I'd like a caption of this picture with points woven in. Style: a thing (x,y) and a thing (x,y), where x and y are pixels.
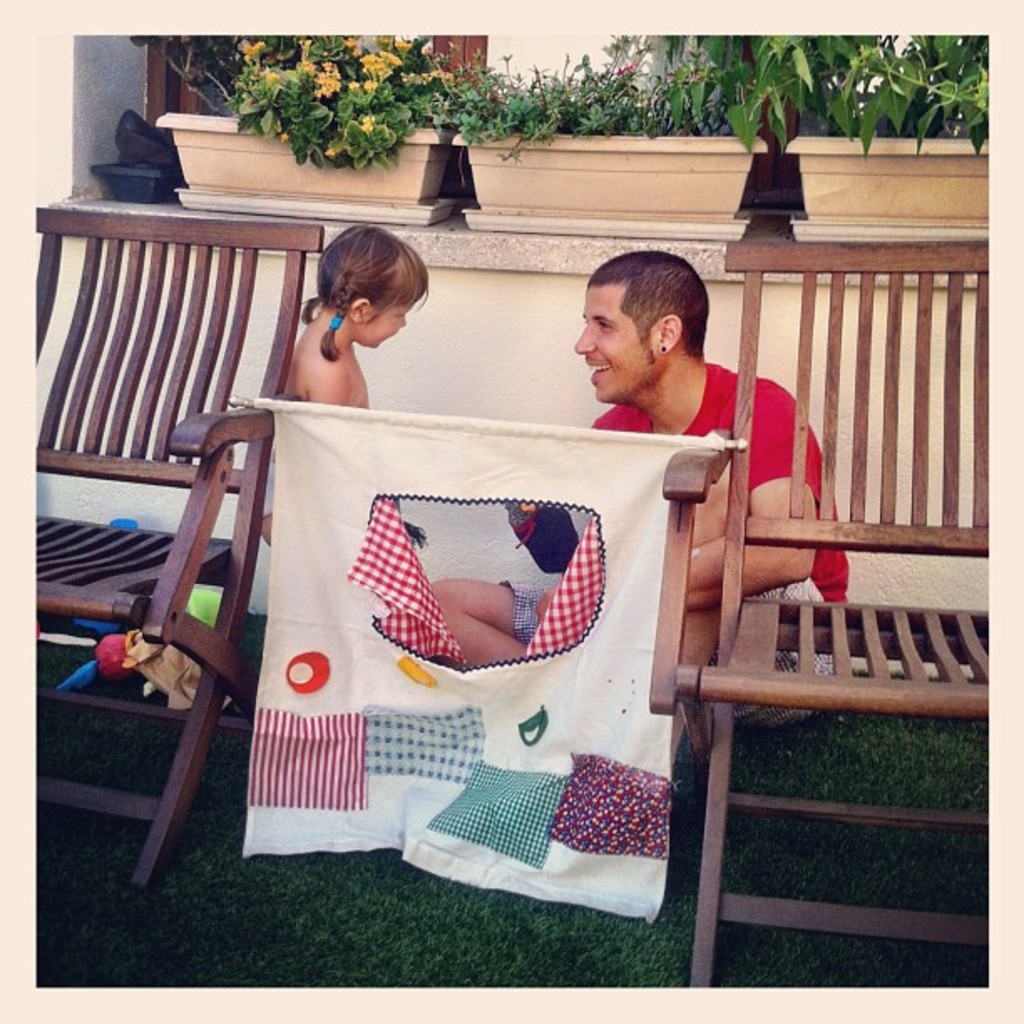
In the image we can see there are people (587,347) who are sitting on the ground (333,902) and the ground (333,902) is covered with grass (397,878) and there are two wooden chairs (90,356). At the back (499,169) there are plants (475,118) in a pot (491,195) on the ledge (422,234) and in between there is a cloth (486,798) on which there is a patches (353,799) of other cloth (478,833).
